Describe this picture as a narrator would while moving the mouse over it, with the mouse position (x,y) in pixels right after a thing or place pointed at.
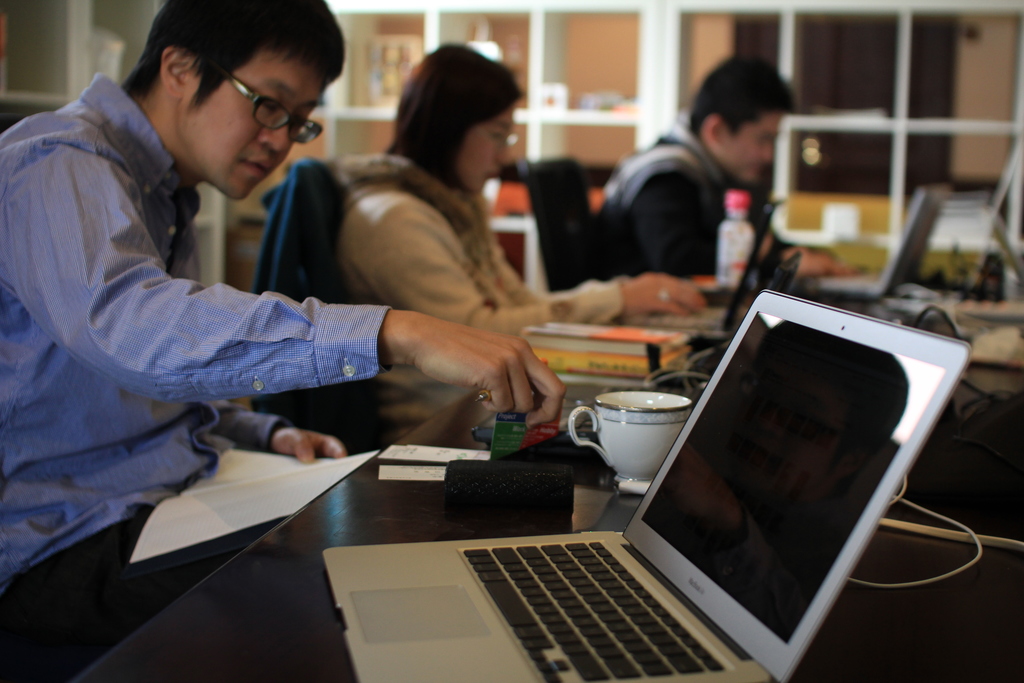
In this image we can see a group of people (468,250) are sitting on the chair (324,288), and here a person (245,415) is holding the papers (279,464) in the hand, and in front (803,436) here is the table (567,441) and laptop (745,436) and cup (615,415) and books (593,341) and some objects (913,279) on it.
